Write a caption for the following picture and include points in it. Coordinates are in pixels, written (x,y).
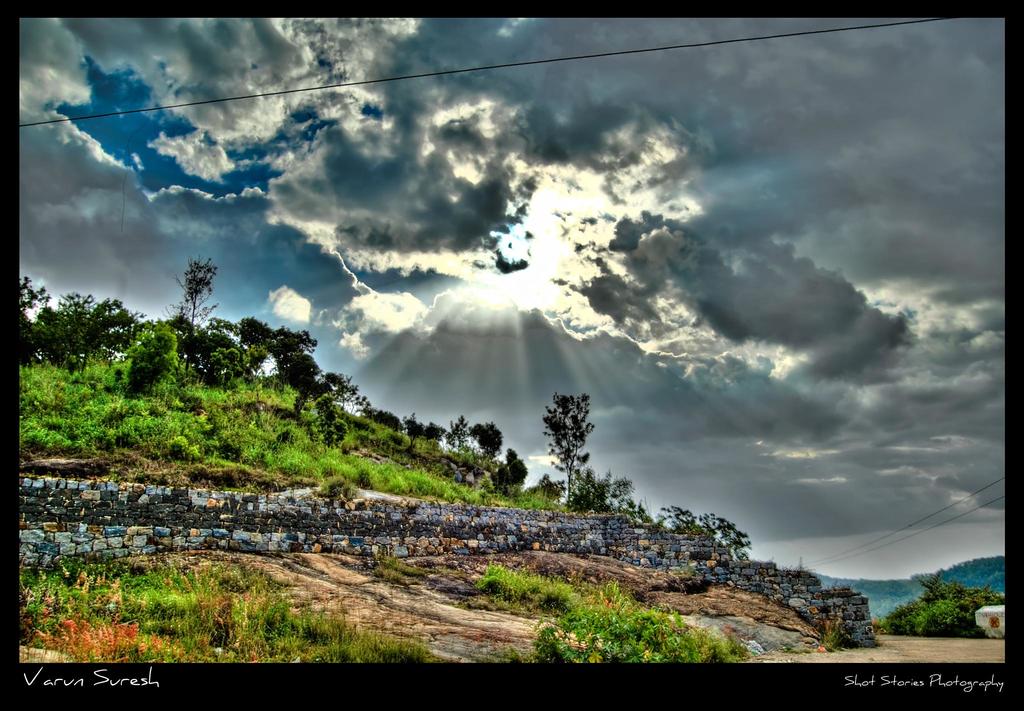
In this picture I can see trees (522,465), plants (207,430) and I can see blue cloudy sky (447,228) and I can see text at the bottom left (133,684) and at the bottom right (945,691) corners of the picture.
